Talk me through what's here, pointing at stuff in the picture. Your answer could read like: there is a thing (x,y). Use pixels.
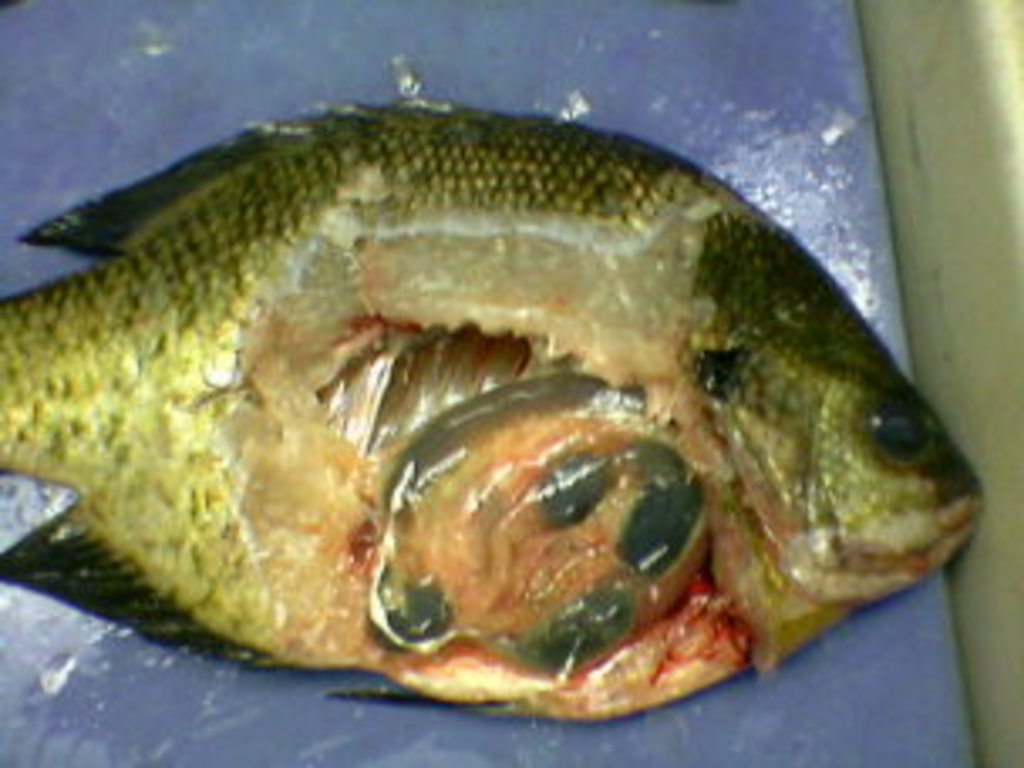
Here we can see fish (306,441) on surface (595,11).
